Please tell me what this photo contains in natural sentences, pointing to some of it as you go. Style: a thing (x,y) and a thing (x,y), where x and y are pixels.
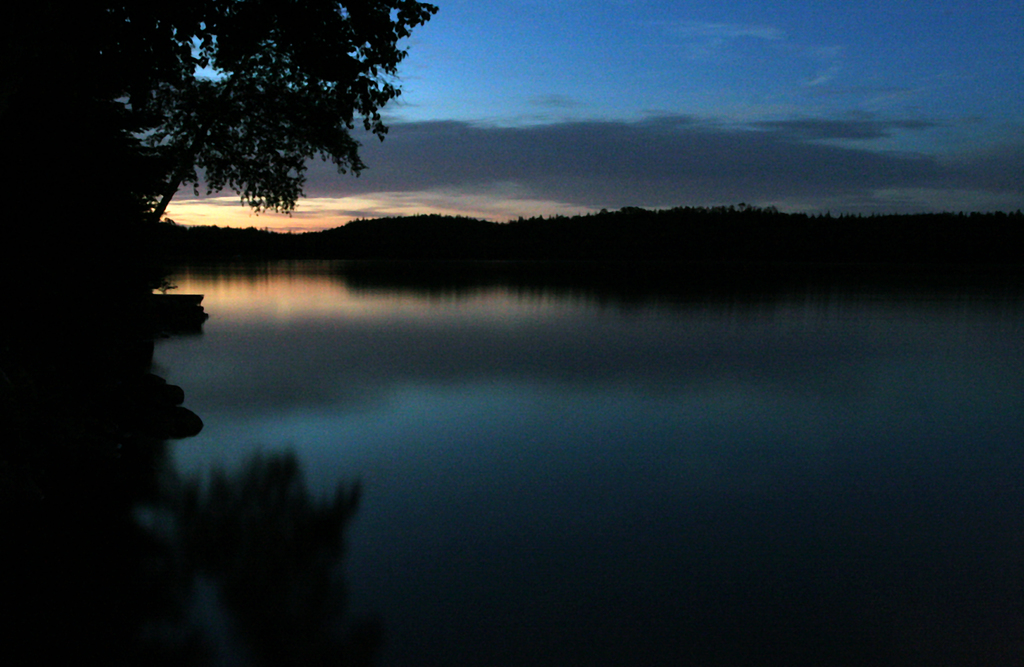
In this image I can see water (311,306) and a tree (50,88) in the front (430,341). In the background (260,247) I can see number of trees (227,250), clouds (929,180) and the sky (803,67).
